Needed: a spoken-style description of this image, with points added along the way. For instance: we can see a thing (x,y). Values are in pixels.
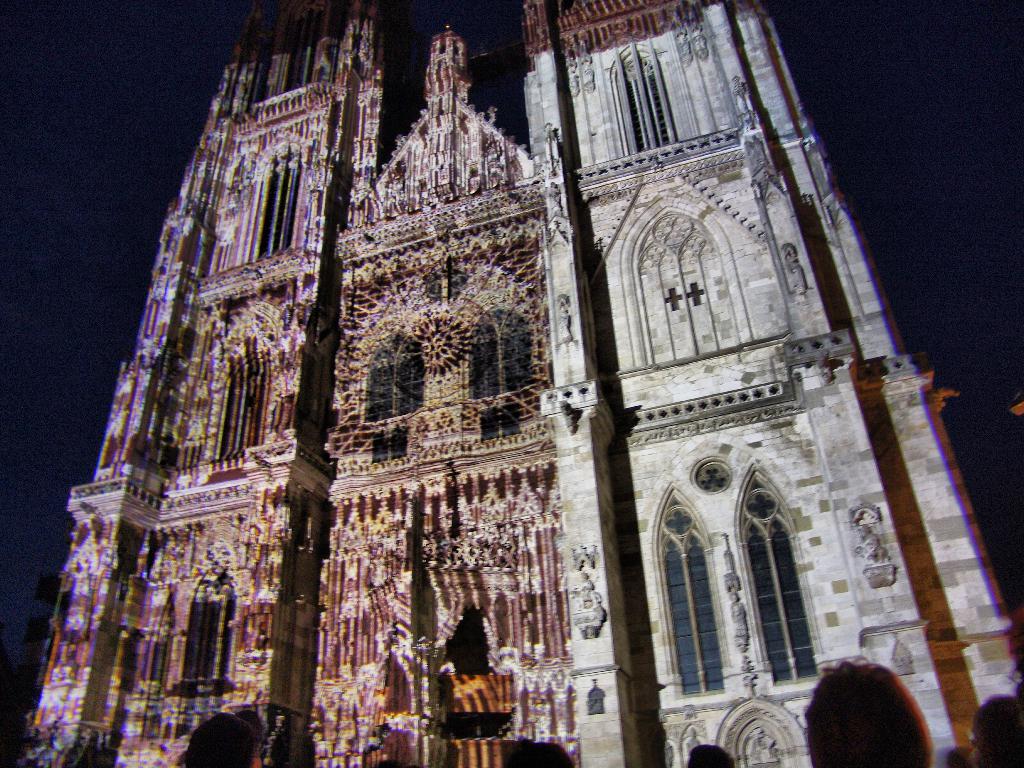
In this image we can see building (385,398) of a cathedral (388,471) and there are some lights (277,516) to the building (250,474).
